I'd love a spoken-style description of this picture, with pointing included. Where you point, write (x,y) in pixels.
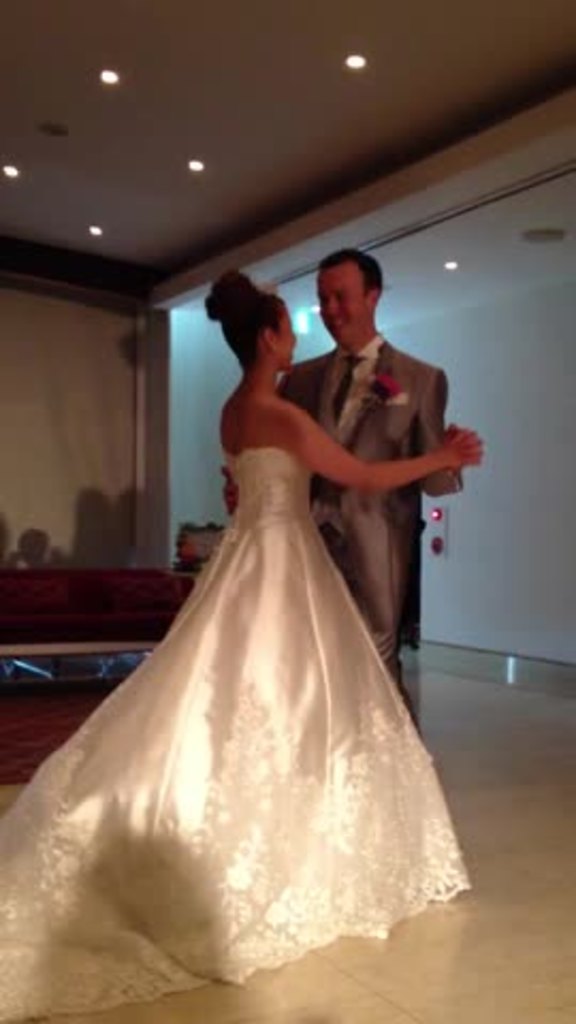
In this picture we can see there are two people (240,538) dancing on the floor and behind the people (281,457) there is a wall (182,423) and some objects (157,571). At the top (350,56) there are ceiling lights (7,173).
